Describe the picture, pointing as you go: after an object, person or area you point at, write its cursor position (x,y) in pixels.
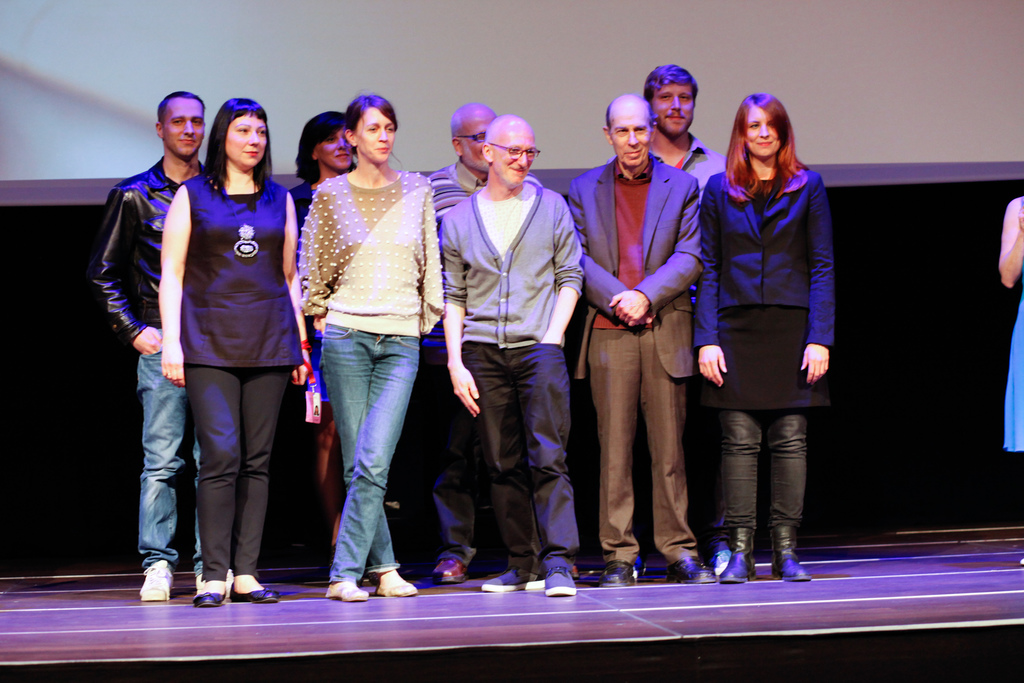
In the foreground (233,358) I can see a group of people (345,537) are standing on the stage (655,580). In the background (296,89) I can see a wall (248,92) and some object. This image is taken may be on the stage (814,603).
